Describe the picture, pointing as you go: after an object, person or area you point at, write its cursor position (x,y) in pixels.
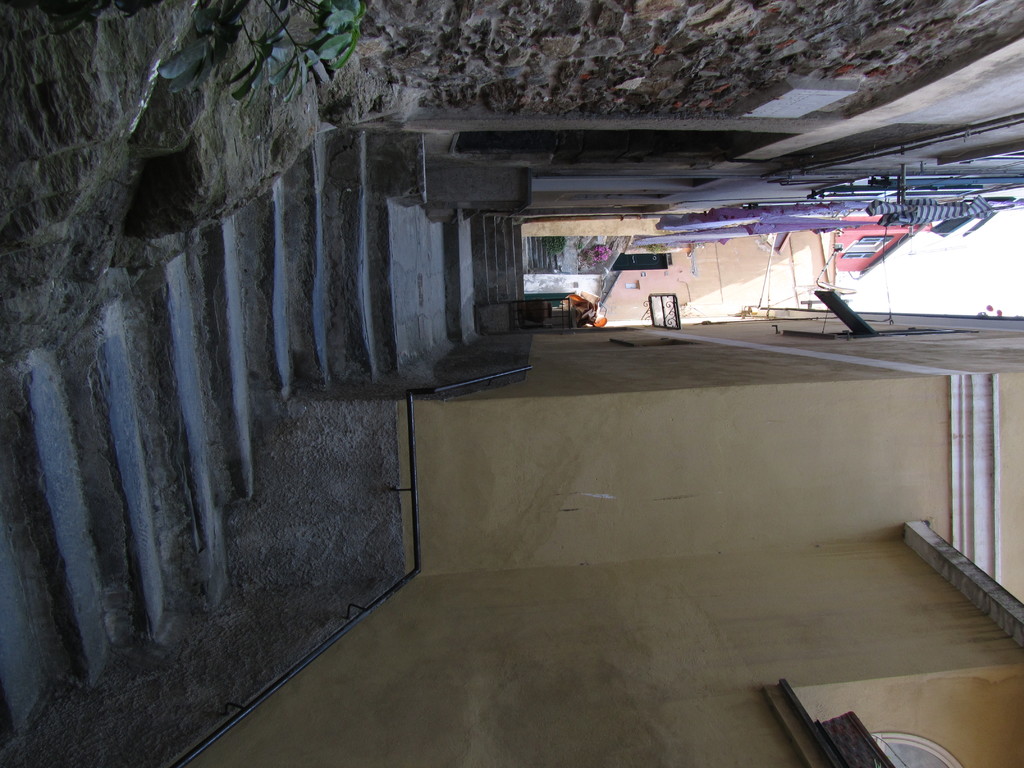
In this image, we can see some buildings (758,338), stairs (377,374). We can see the ground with some objects (554,312). We can see some plants (348,16) at the top (259,54). We can also see the sky (921,283).
